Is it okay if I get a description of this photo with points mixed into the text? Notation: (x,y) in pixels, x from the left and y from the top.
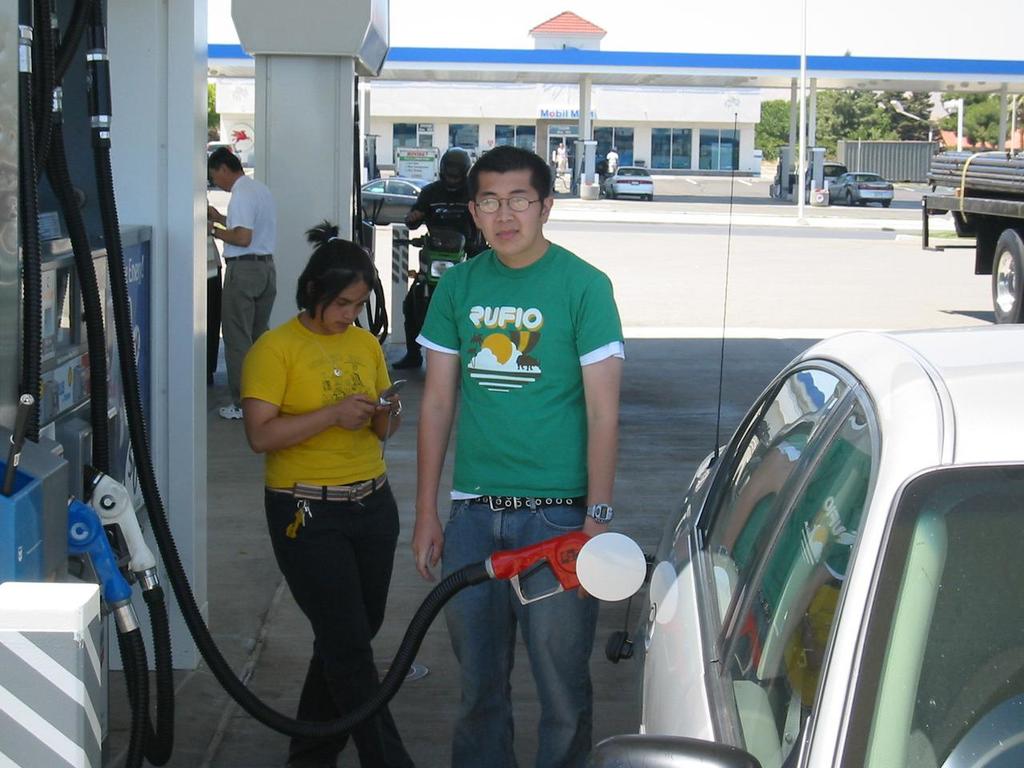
In this image I can see petrol pumps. Here I can see people (512,231) among them this man (520,328) is holding an object (531,557) in the hand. In the background (670,100) I can see vehicles (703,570), trees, a building (465,124) and the sky (424,12).
